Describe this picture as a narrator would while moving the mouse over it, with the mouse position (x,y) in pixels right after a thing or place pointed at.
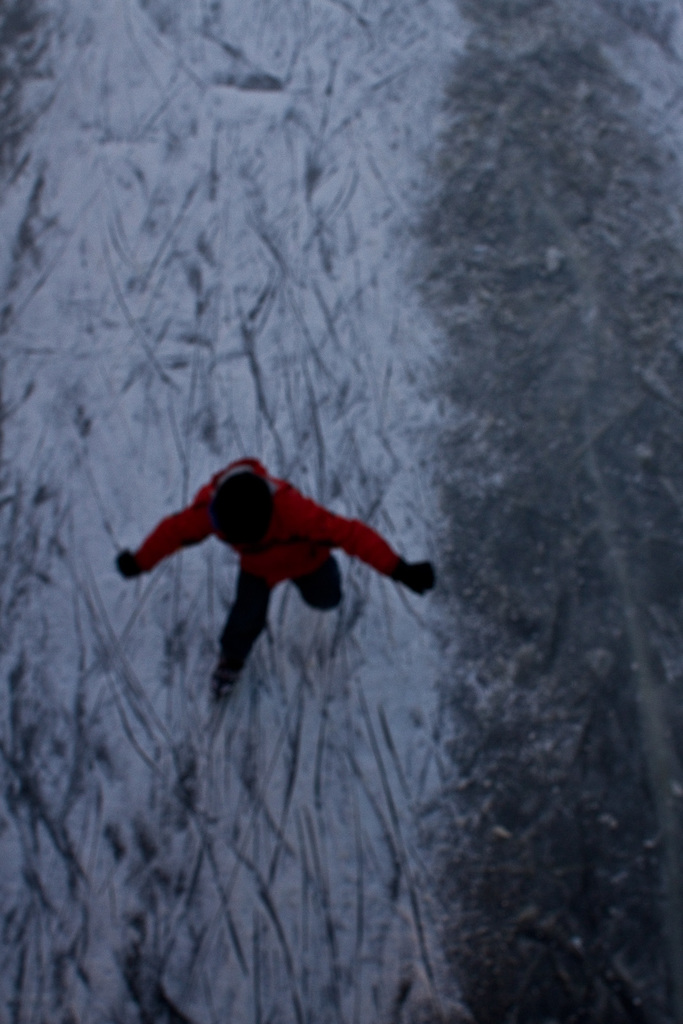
In this image I can see a person (282,554) wearing a red color jacket (290,524), black color cap (242,524) on the head (228,517) and skating on the ice (121,652).
